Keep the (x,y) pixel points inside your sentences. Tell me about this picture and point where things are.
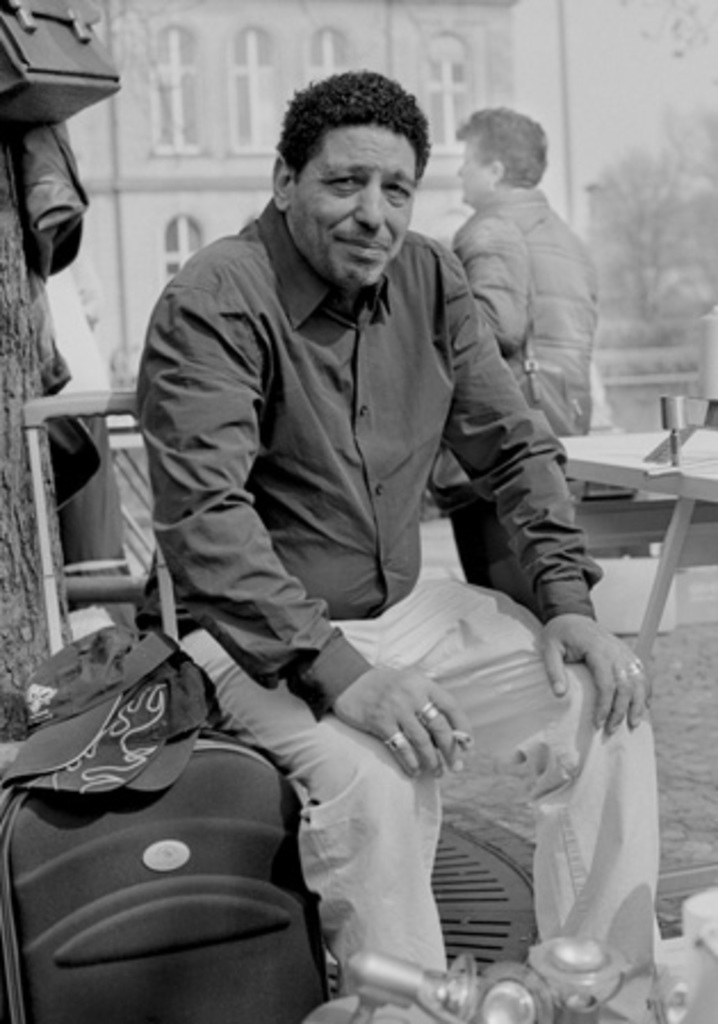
In this image there is a man (265,608) sitting in chair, and beside him there is a trolley (251,847) with hats (112,777), and at back ground (12,38) there is bag (33,72), jacket (37,156) attached to a tree (19,667), building (453,171), another person (549,323) standing, another table (577,468), tree (651,230), sky (633,83).
